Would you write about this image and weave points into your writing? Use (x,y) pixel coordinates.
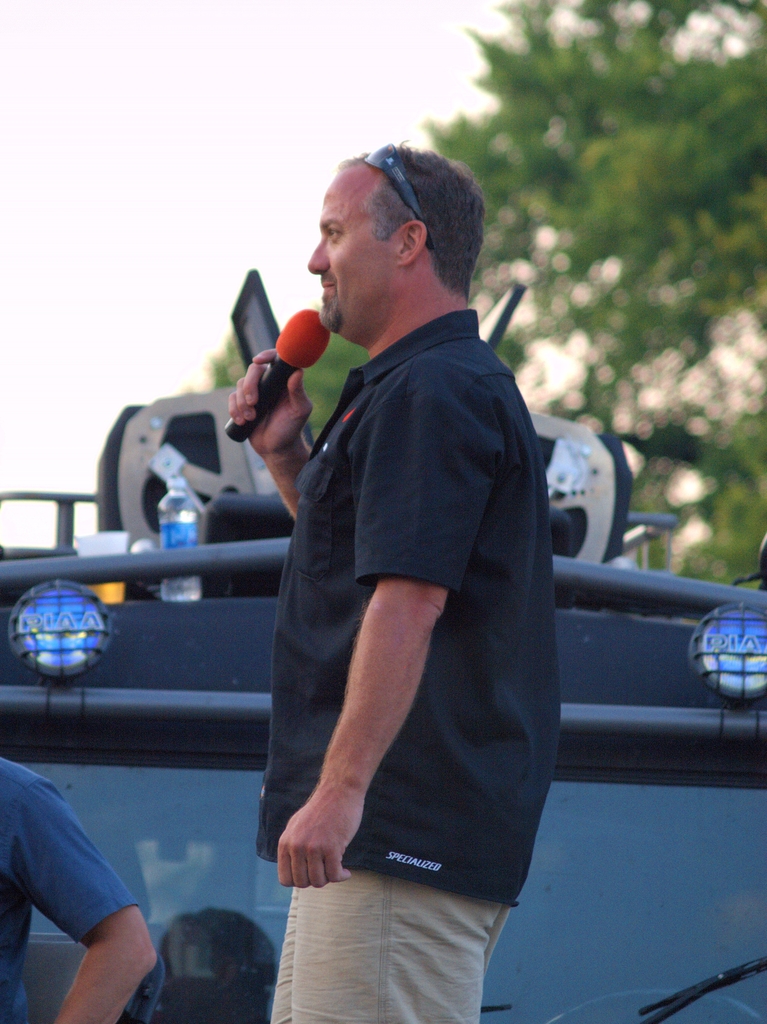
In this image I see a man (430,1011) who is holding a mic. In the background (232,626) I see a bottle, and equipment (224,510) and the trees (765,13).
